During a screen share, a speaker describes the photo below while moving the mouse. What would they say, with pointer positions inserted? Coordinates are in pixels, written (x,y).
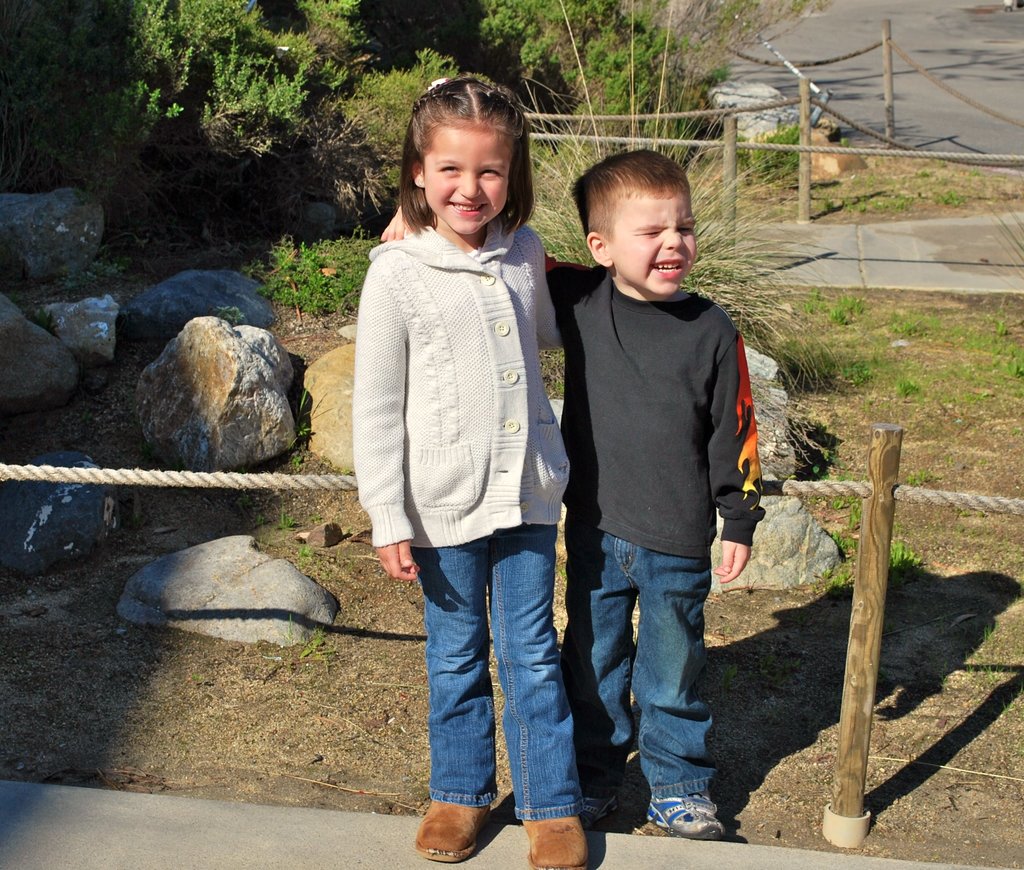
In the picture we can see a boy (593,578) and a girl (441,364) standing together and smiling and behind them, we can see a rope railing (879,635) and behind it, we can see a surface (933,634) with some rocks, grass plants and some other plants (150,183).
